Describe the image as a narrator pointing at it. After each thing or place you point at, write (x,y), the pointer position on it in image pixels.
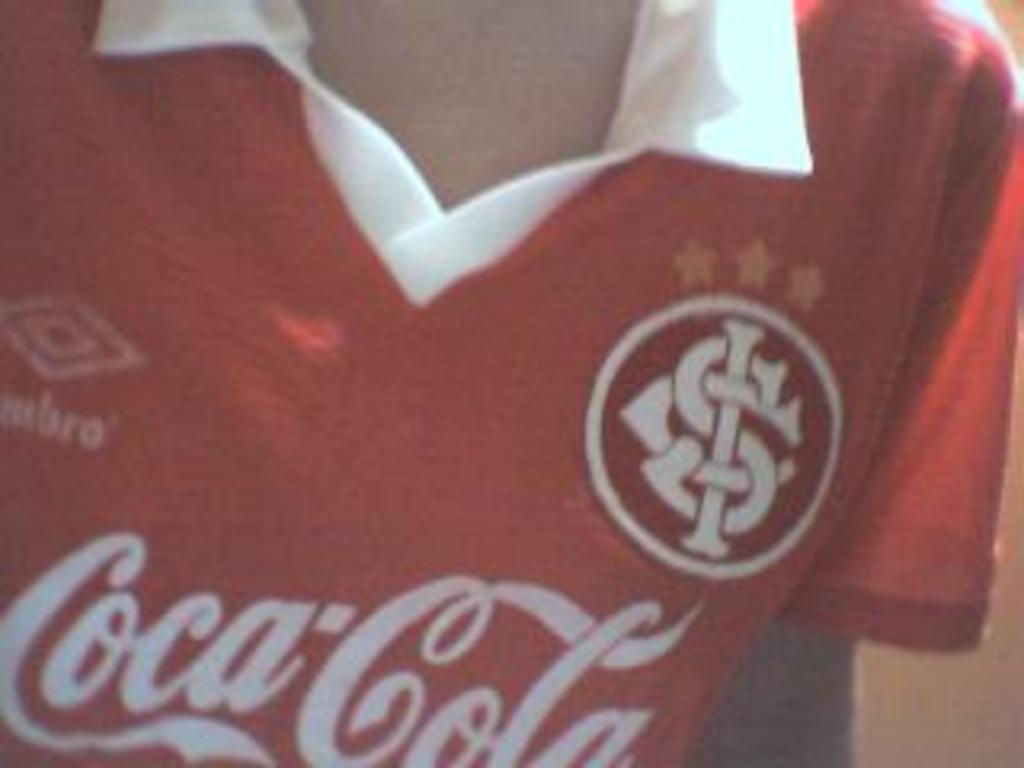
In this image I can see a person (362,419) wearing a red color t-shirt (519,376). On the t-shirt (379,519) there is some text (218,669).
